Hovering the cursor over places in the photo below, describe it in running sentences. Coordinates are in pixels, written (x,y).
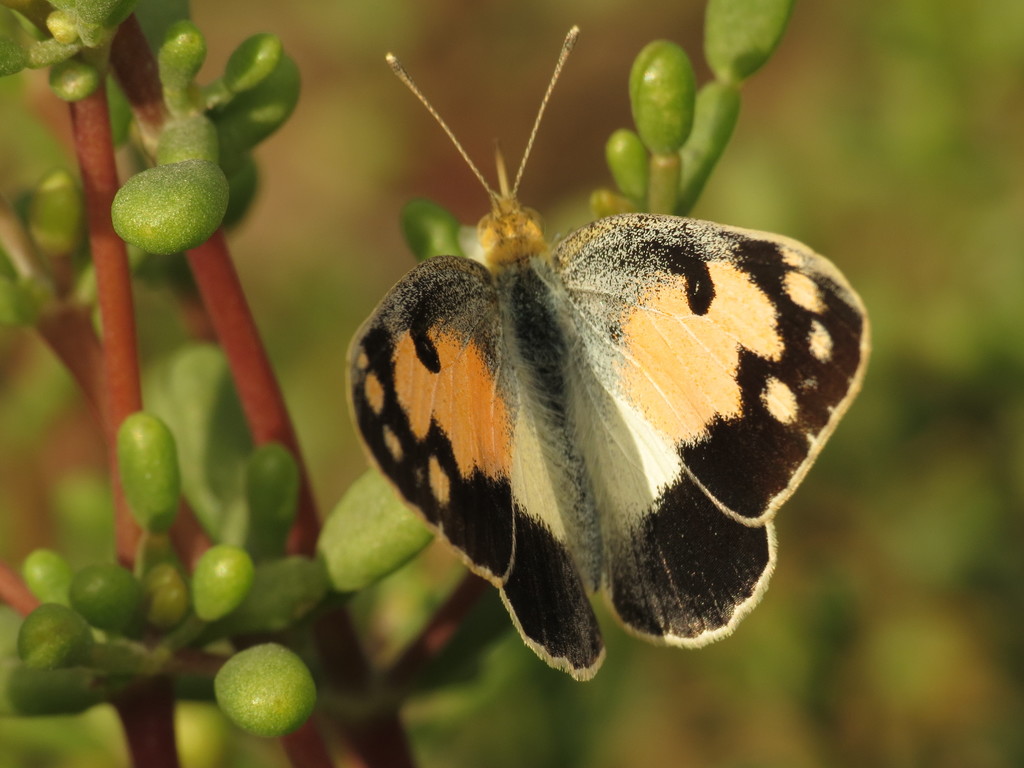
In this image I can see the butterfly (564,410) on the plant (240,580). I can see the butterfly (599,420) is in black, brown and cream color. I can see the blurred background (15,525).
